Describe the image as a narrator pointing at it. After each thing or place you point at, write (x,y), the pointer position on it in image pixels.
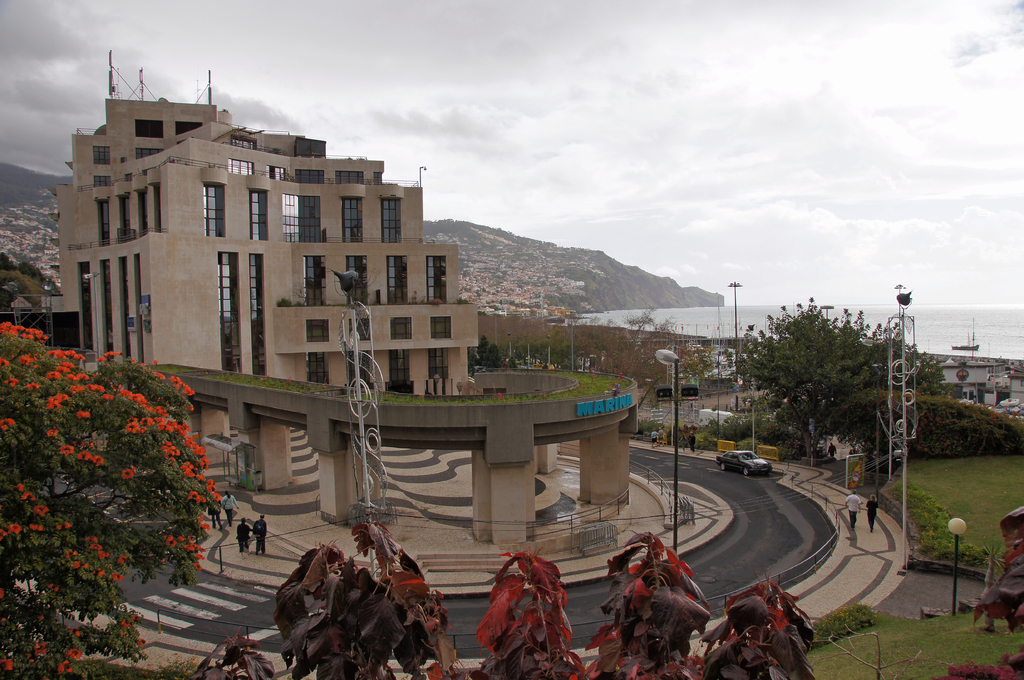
We can see trees (163,532), flowers (173,541), grass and road (763,563). There are people (227,515) and we can see lights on poles (954,544). In the background (859,332) we can see building (994,373), hill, trees (810,325), ship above the water (961,327) and sky (976,254) with clouds (810,296).
